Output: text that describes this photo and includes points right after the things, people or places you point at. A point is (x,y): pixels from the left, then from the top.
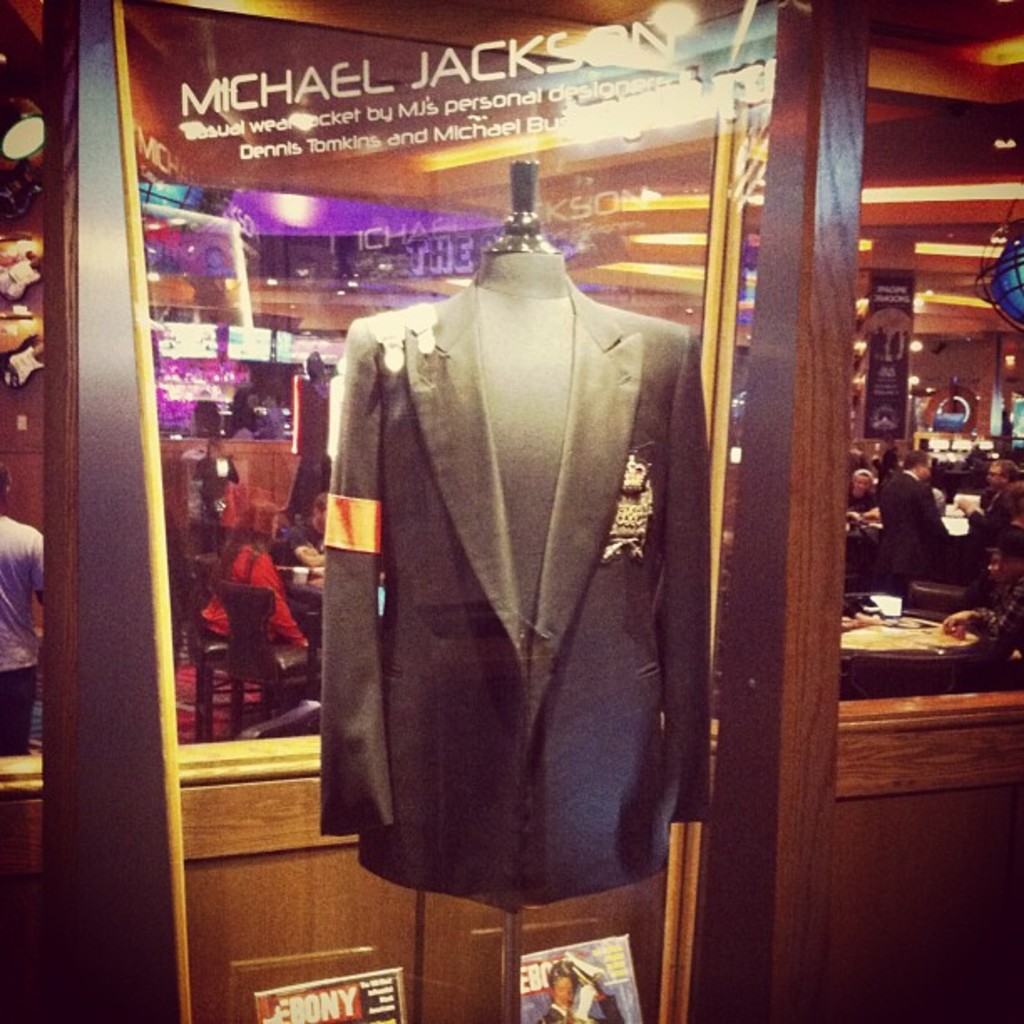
In the center of the image (493,668) we can see a suit (427,585). In the background of the image (1020,635) we can see some persons (1004,632) are sitting on a chair (925,601) and tables (917,636), board (901,335), lights (992,253), wall (813,101), window (205,231) are present. At the top of the image (985,162) roof (362,179) is there. At the bottom of the image (602,1012) wall (910,890), some books (569,983) are present.
